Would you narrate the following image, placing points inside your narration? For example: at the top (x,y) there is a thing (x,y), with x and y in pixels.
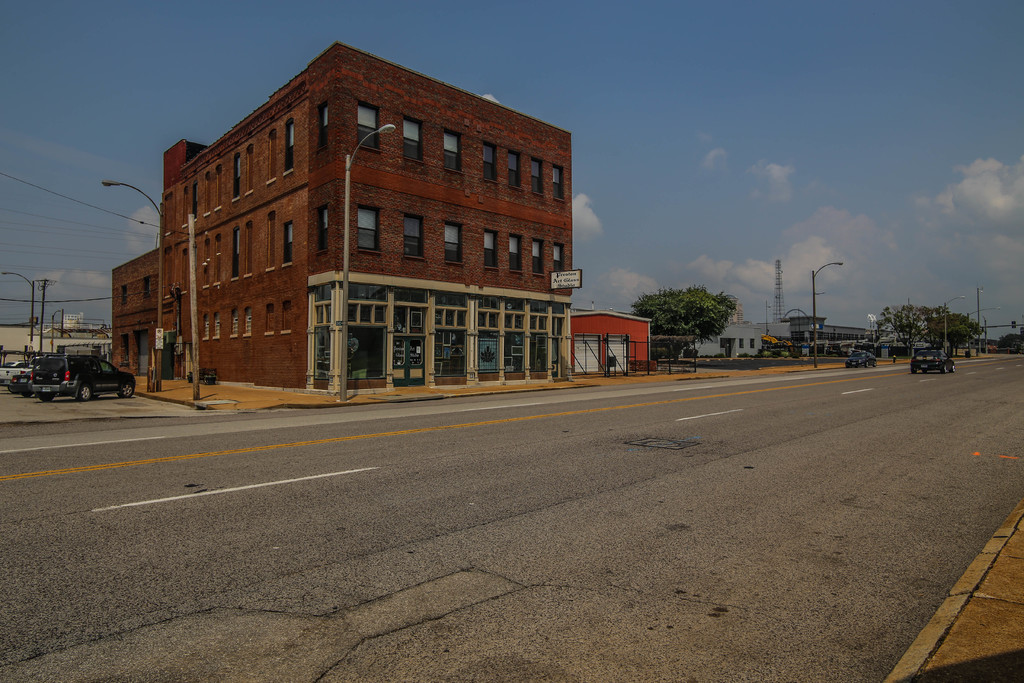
In the foreground (354,275), I can see a couple of vehicles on the road (668,453), light poles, trees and buildings (209,265). In the background (740,282), I can see a fence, wires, windows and the sky (888,55). This picture might be taken in a day.
